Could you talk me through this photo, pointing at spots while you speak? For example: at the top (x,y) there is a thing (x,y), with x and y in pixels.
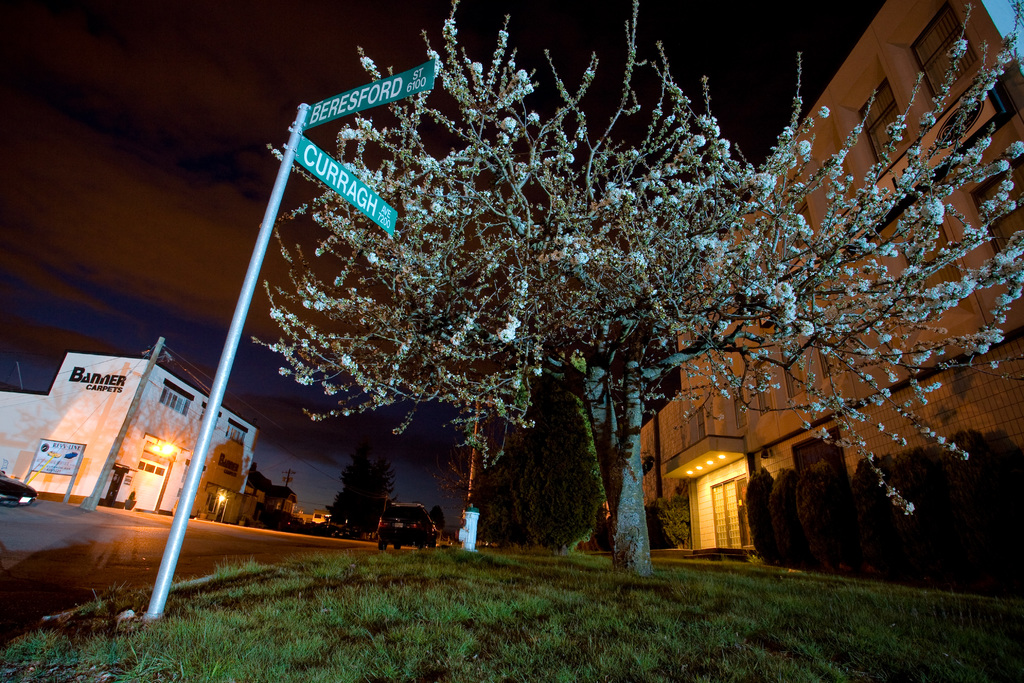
In this image, we can see trees (565,319), buildings (738,497), lights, shrubs (751,486), poles (471,495) along with wires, boards (360,197) and we can see vehicles (344,529) on the road (61,527). At the top (227,60), there is sky (230,89).
